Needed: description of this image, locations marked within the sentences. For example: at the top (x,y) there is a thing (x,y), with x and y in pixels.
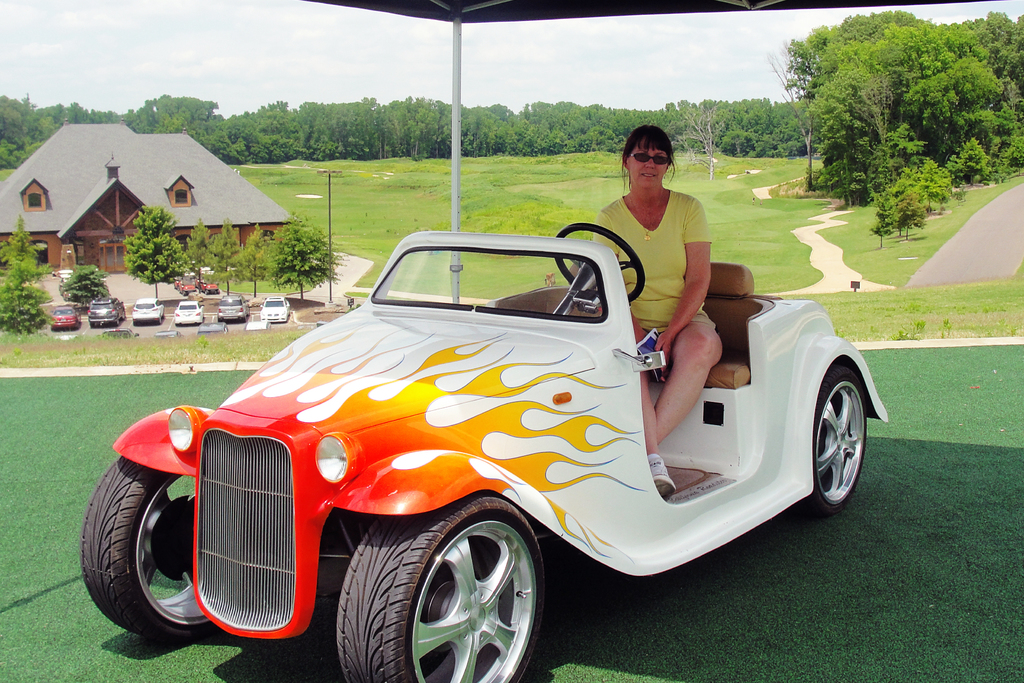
In the center of the image (650,228), we can see a person (613,225) wearing glasses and sitting on the vehicle (422,378). In the background (157,163), there is a shed (72,167) and we can see trees (378,155), poles (455,186) and vehicles (204,290). At the top (214,61), there is sky (172,74) and at the bottom (829,588), there is ground (906,364) and a road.
